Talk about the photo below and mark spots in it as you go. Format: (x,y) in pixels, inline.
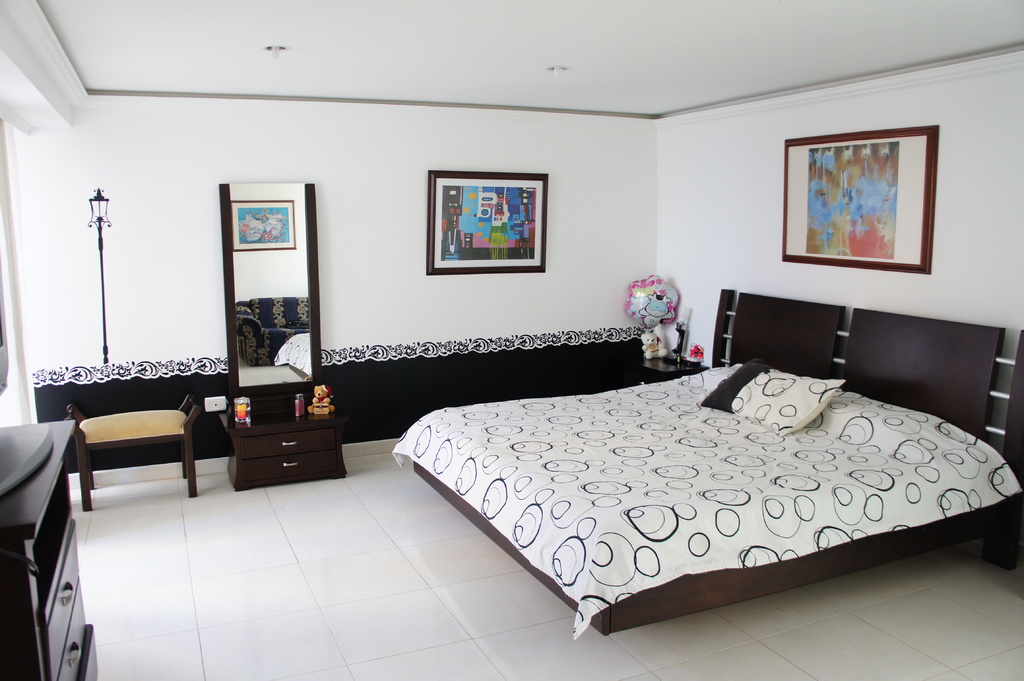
In this image I see a bed (970,416), drawers (62,427), a dressing table (261,417) and a mirror (270,214) on it and photo frames (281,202) on the wall (745,163).
